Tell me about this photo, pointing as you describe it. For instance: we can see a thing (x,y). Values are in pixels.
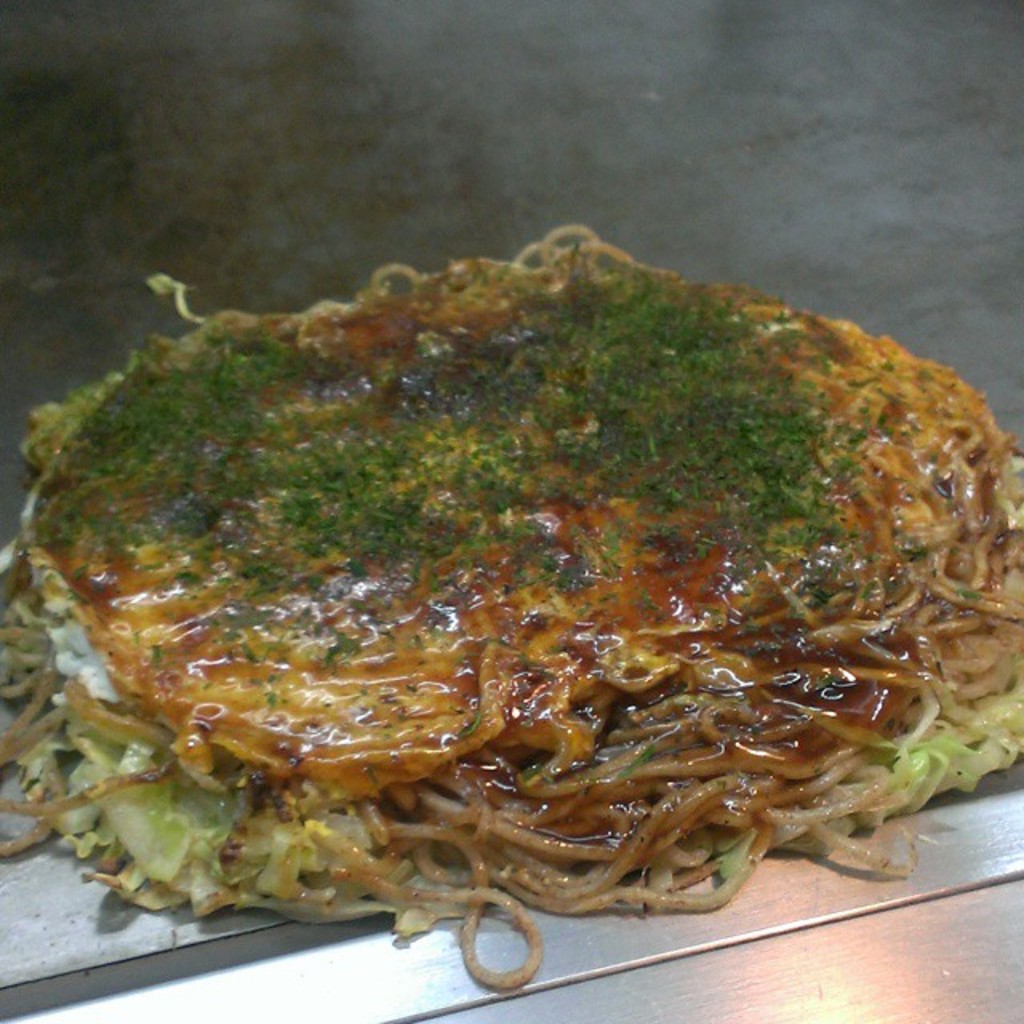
In this image I can see noodles (321,833) and on it I can see green color thing (723,317).
